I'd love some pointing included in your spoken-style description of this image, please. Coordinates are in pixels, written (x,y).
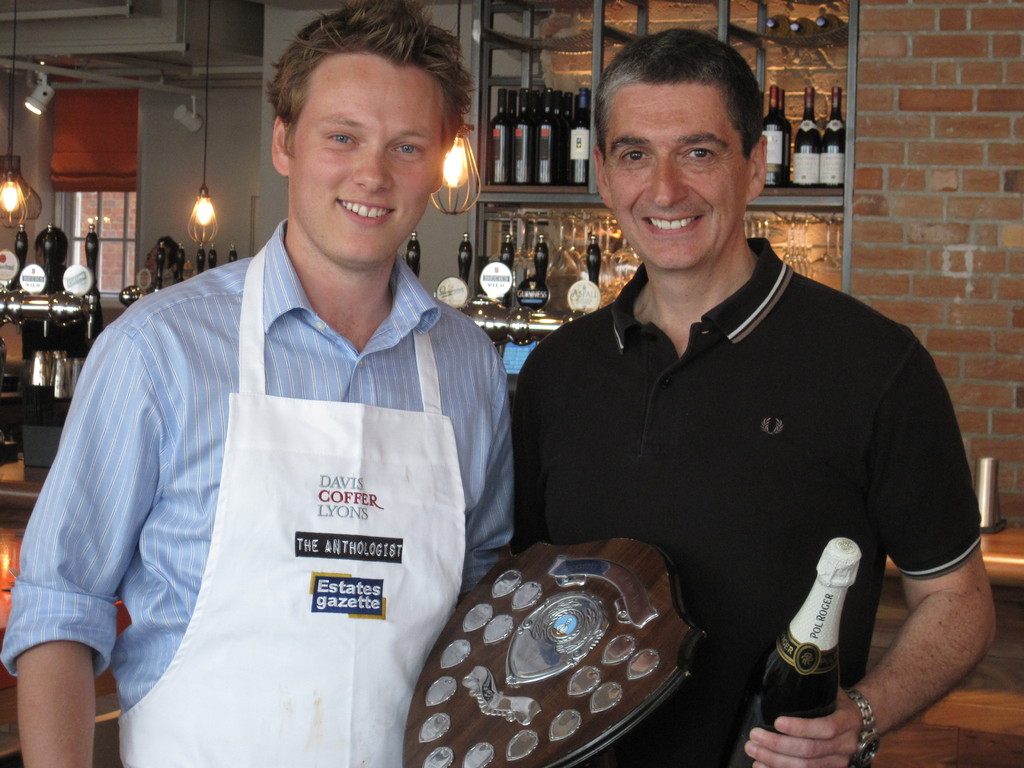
Here we can see the both men (646,216) are standing and holding a prize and bottle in his hand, and at back (560,111) there are wine bottles (560,97) in the rack (600,78), and here is the light (206,223).
